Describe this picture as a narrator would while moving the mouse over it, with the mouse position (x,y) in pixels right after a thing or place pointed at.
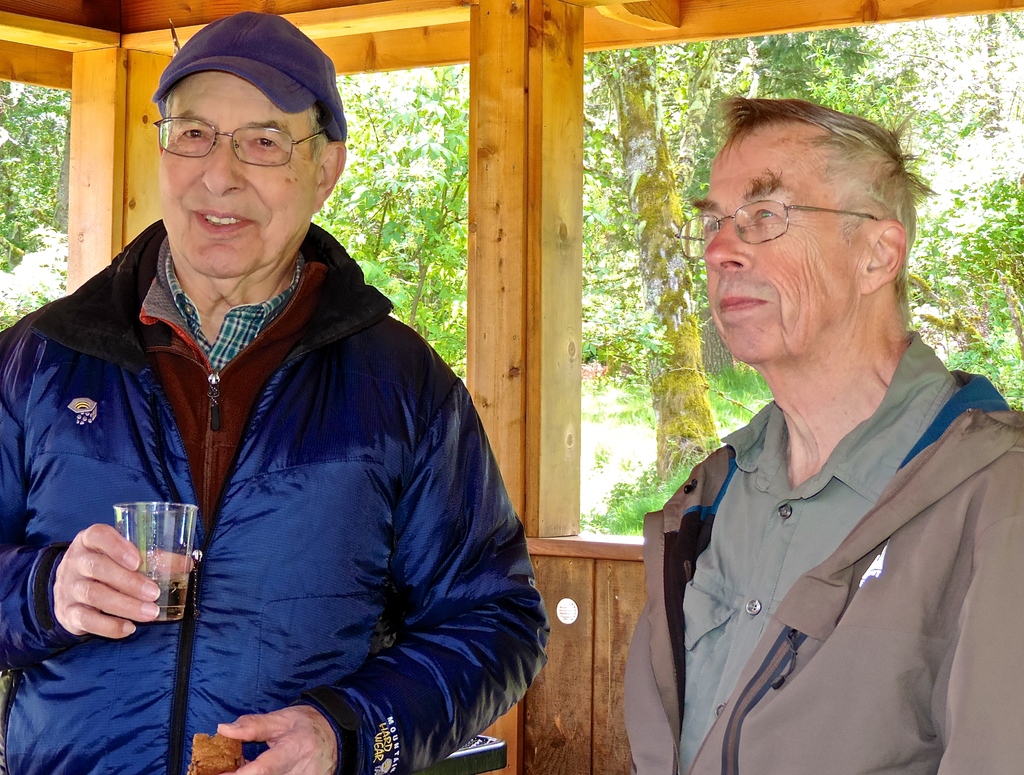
This image is taken indoors. In the background (398,279) there are a few trees (467,196) and plants (1013,340) on the ground (625,475). There is a wooden wall (553,592). On the left side of the image (231,433) a man (318,592) is standing and he is holding a glass (173,544) of wine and a food item (227,754) in his hands (244,740). He is with a smiling face (216,259). On the right side of the image (759,279) a man (784,197) is standing.
